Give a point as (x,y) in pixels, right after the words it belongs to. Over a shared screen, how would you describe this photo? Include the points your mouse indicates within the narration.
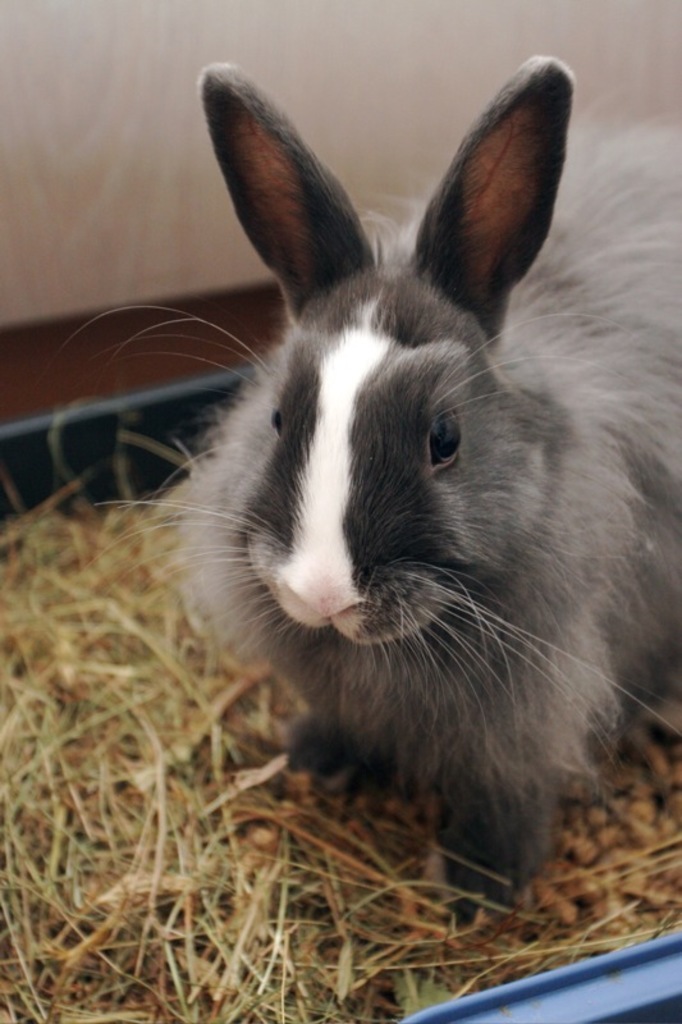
Here I can see a rabbit (322,475) on the grass (159,780). This grass (159,780) is placed in a blue color tub (168,445). In the background (112,170) there is a wall (81,141).
